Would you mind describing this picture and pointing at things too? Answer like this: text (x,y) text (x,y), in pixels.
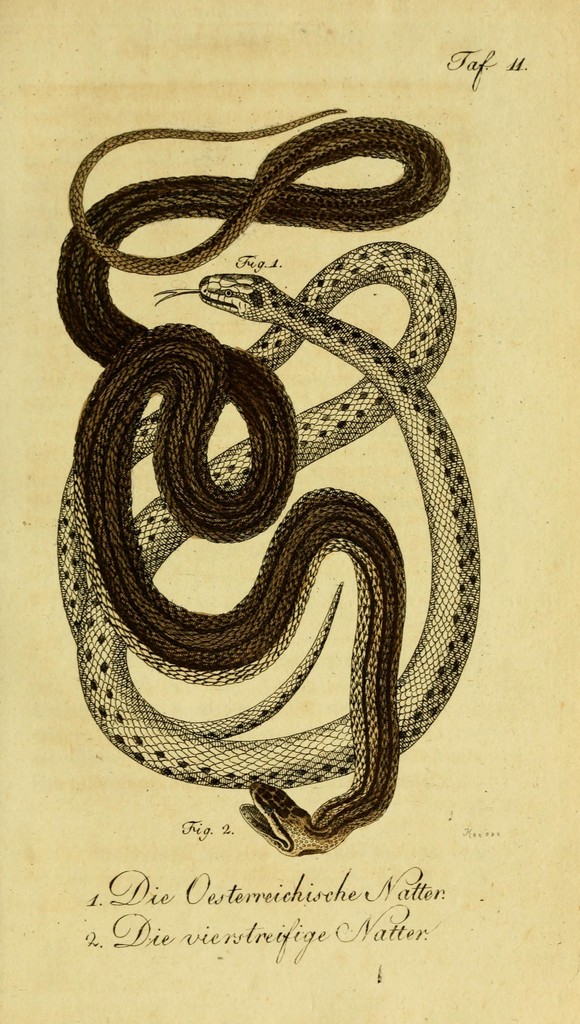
In this image I can see there is a poster (272,693) of snake (248,409) and some text (265,933) written on it.
